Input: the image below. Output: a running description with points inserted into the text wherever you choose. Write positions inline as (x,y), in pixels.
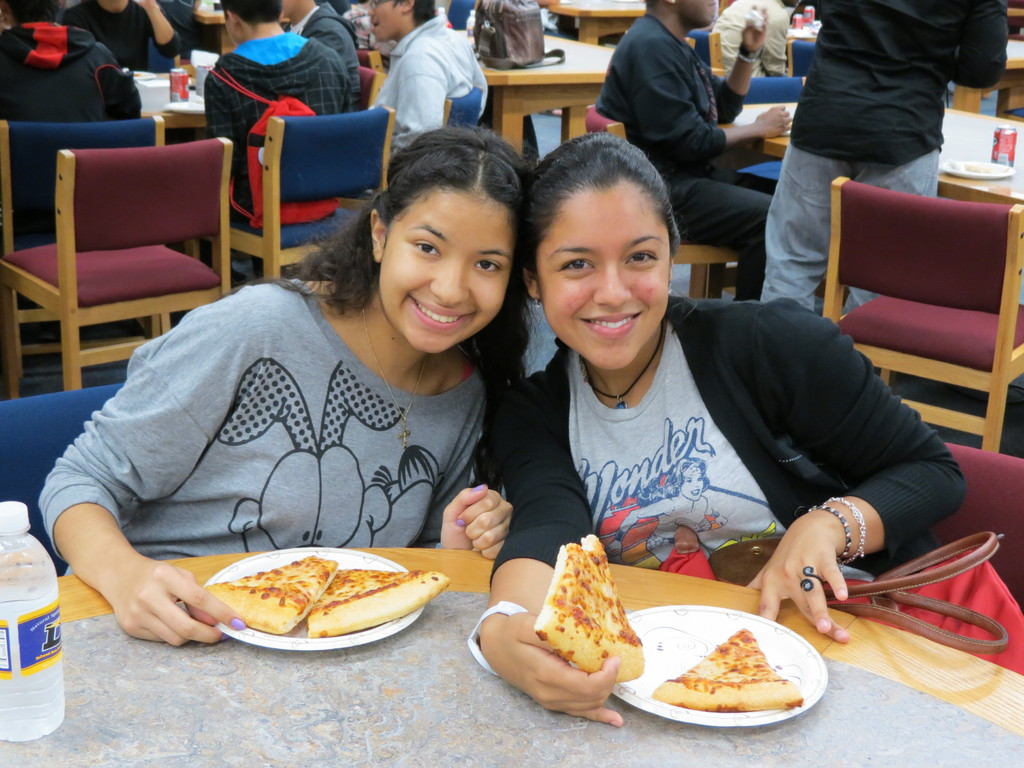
In this image I can see two women (447,439) sitting on the chairs (49,421) and smiling. This is a table (395,729) at where two plates (309,644) were placed, these plates (653,684) are containing pizza (586,625) and water bottle (49,707) is placed on the table (77,684). At the background (250,68) I can see man (311,51) sitting on the chairs (767,92). On this table (976,151) I can see a coke tin (1001,157) and another plate (979,168). And here a bag (529,61) is placed on the table (572,67). This man (237,114) is wearing a backpack bag (259,139) and sitting on the chair (280,119). And this women (793,440) is holding a red color hand bag (978,608) and sitting on the chair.
